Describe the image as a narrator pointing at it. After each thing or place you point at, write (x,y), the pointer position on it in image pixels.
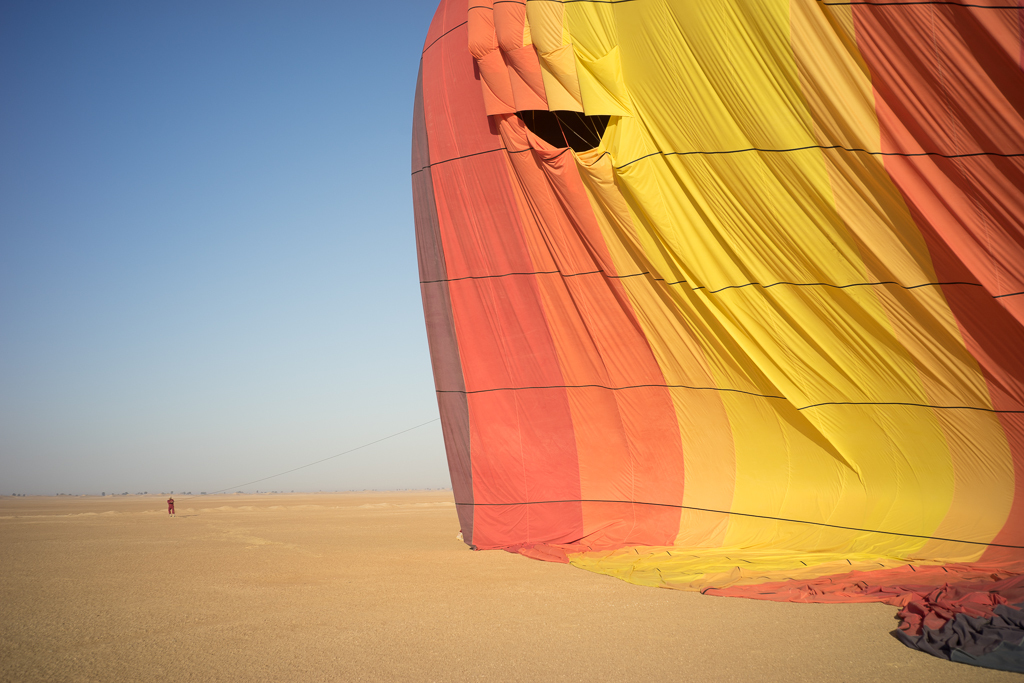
At the right side of the image (720,42) there is a air balloon (898,611). At the background of the image (168,497) there is a person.
